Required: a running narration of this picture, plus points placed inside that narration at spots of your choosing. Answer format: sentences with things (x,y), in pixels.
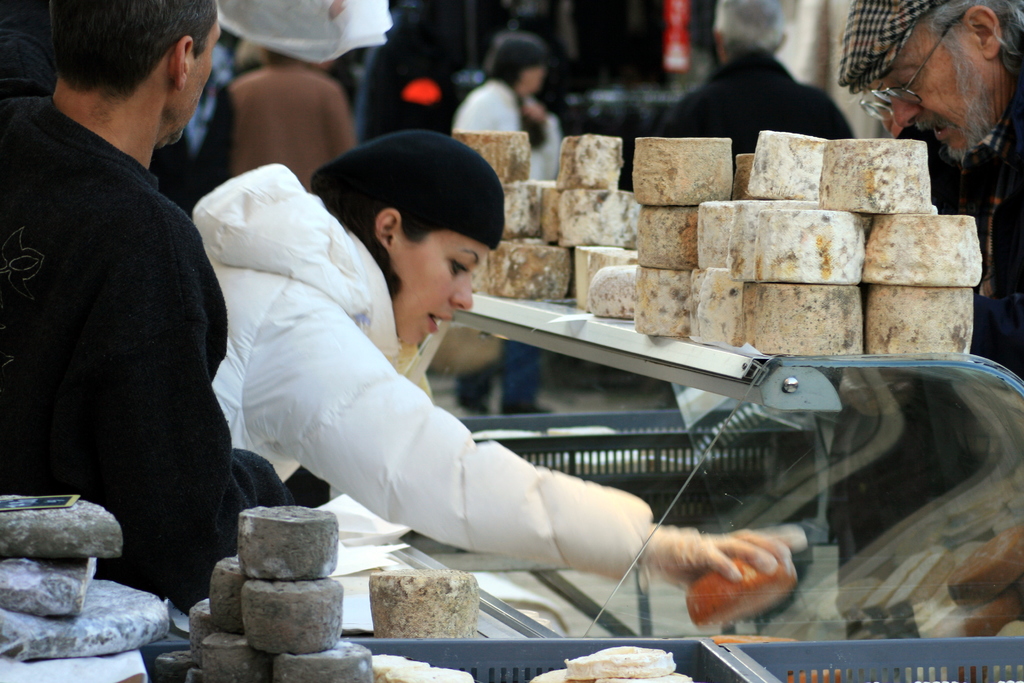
There are two men (161,251) and one woman (334,301) standing. This woman (305,392) is holding a cheese (727,581) in her hand (670,556). She wore a cap (400,178) and white jerkin (320,390). These are the cheese blocks (246,554), which are placed one on the other. I can see two baskets (715,671). In the background (500,93), I can see few people (761,90) standing.
